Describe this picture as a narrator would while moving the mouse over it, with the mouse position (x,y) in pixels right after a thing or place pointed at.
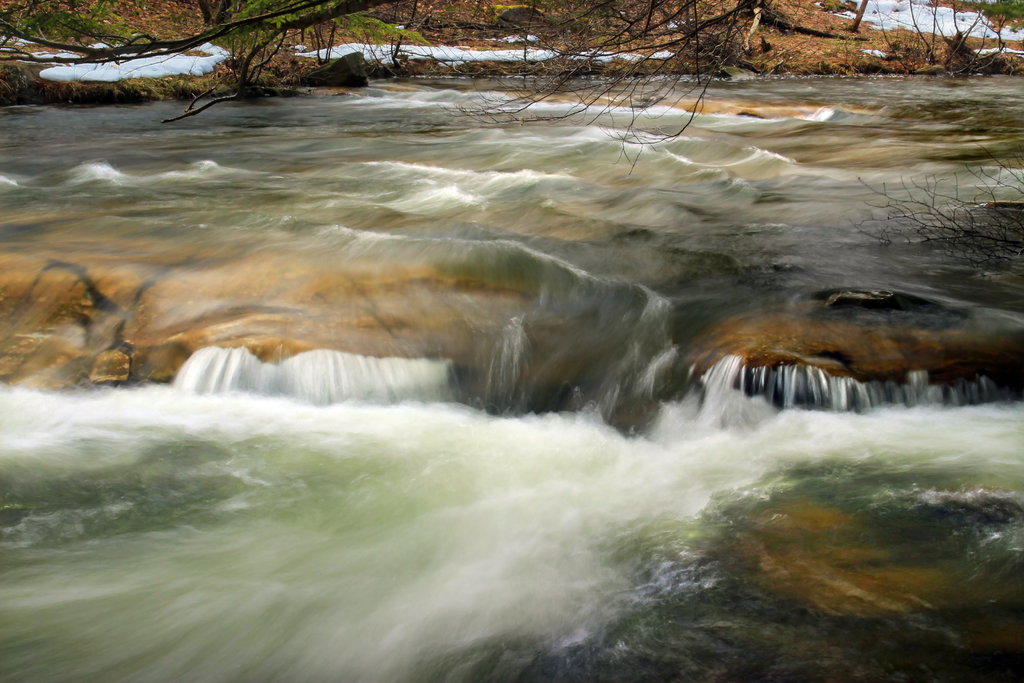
In this picture we can see the water (483,499) and in the background (147,76) we can see trees (736,9) and snow (914,9) on the ground (811,26).
